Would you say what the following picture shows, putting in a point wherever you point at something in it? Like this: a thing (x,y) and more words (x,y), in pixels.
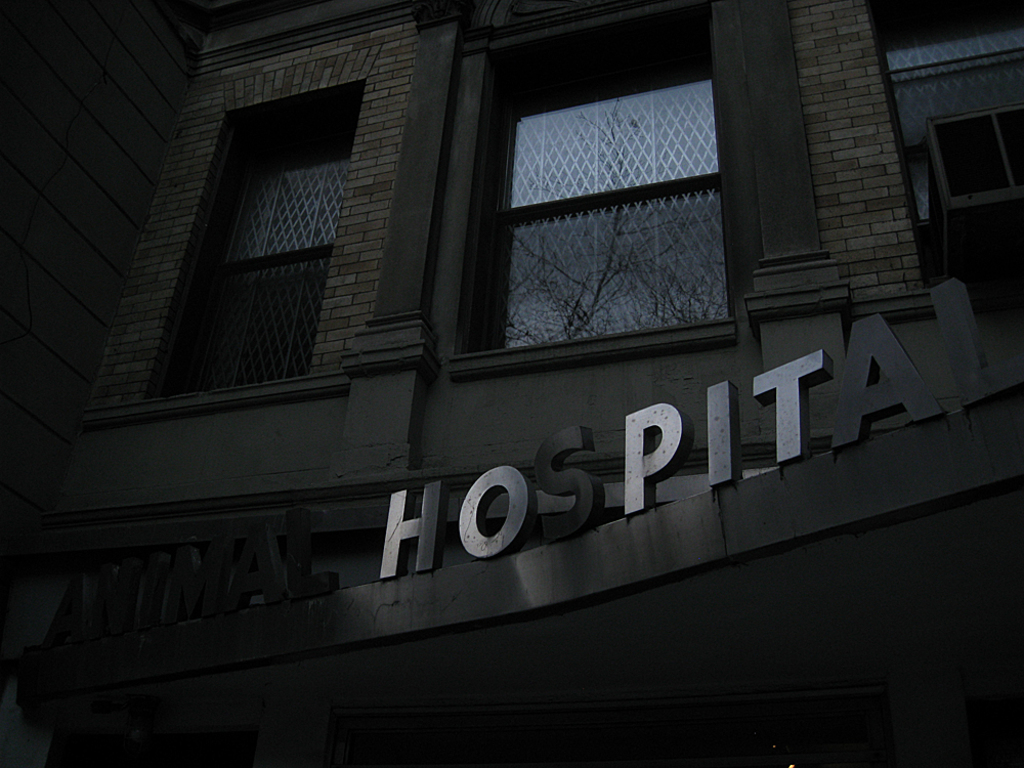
This is a picture of a animal hospital (750,583) with windows (702,168) and air conditioner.
